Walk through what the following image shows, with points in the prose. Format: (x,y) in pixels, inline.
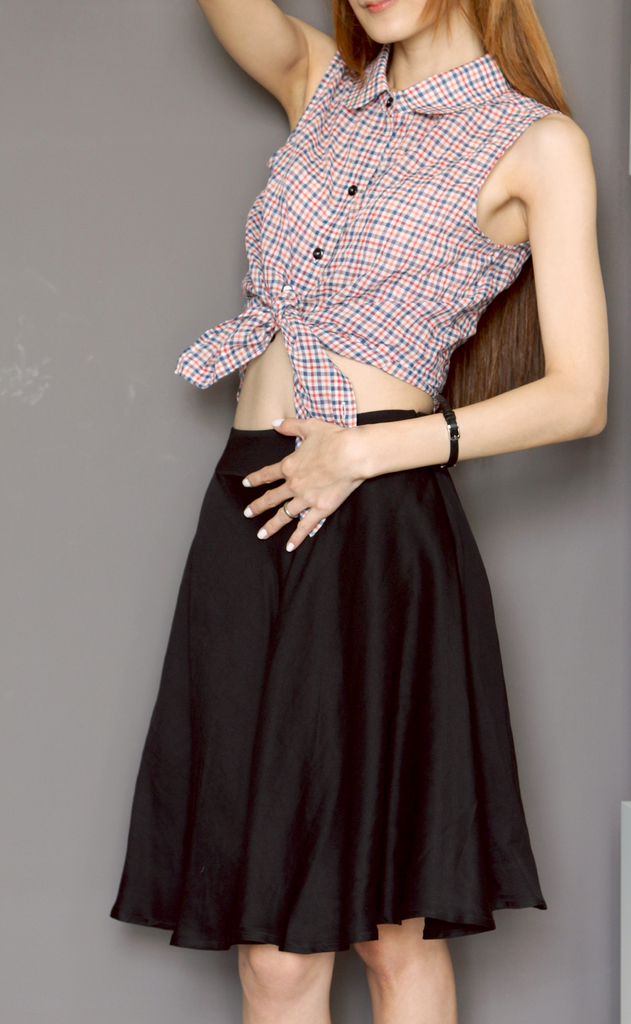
In the center of this picture (390,455) we can see a woman (390,455) wearing shirt (399,169), black color skirt (357,651) and standing. In the background (113,125) we can see an object (113,723) seems to be the wall (181,476).
